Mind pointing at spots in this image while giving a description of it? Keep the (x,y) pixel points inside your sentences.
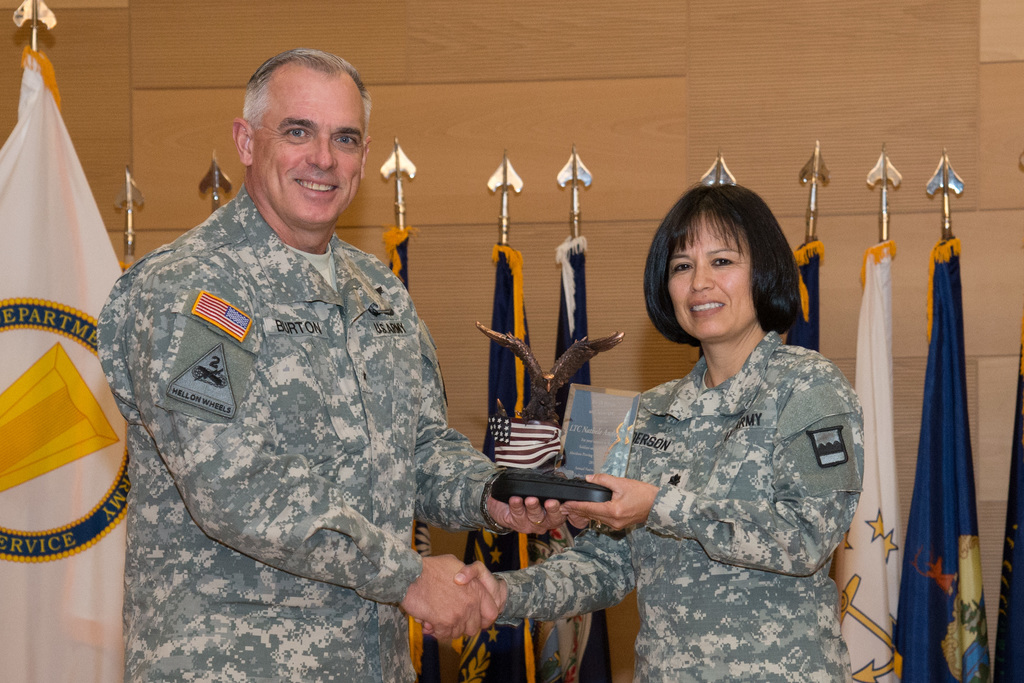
In this picture there is a soldier (221,248) on the left side of the image (257,355) and there is a lady (726,456) on the right side of the image (775,438), by holding a trophy (582,470) in their hands (511,510) and there are flags (946,304) in the background area of the image (64,338).
